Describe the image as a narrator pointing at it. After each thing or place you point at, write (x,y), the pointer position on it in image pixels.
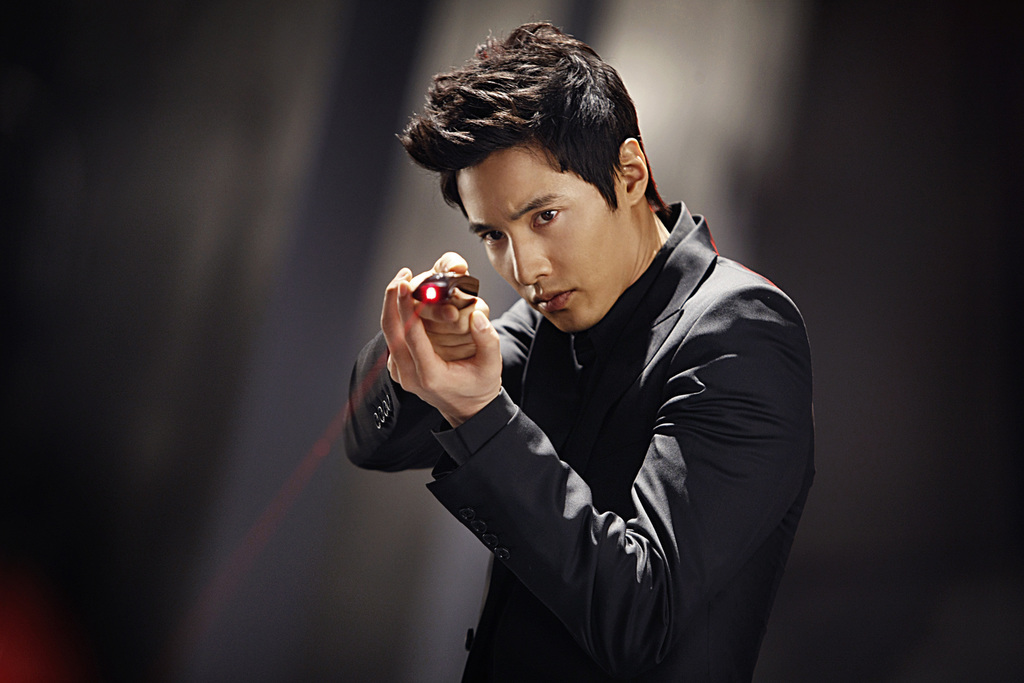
In the center of the image (560,383) we can see one person (533,496) standing and he is in a black color costume (559,476). And we can see he is holding some object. In the background (716,241), we can see it is blurred.
